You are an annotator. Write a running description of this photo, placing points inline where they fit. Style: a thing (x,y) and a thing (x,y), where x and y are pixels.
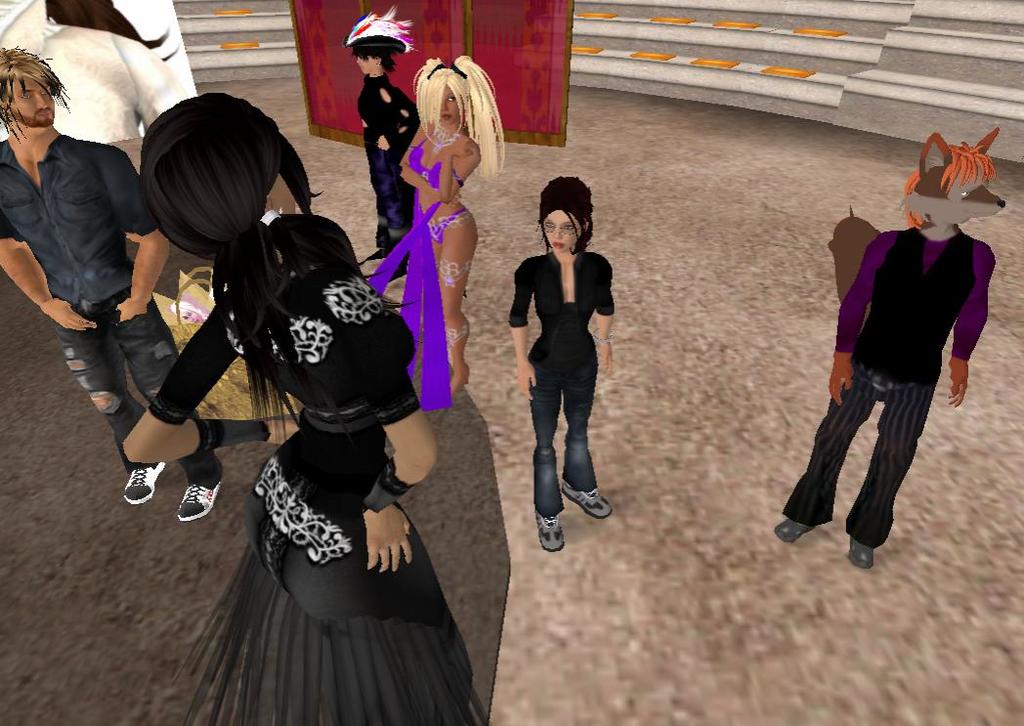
In this image we can see the animated picture with some people (284,474) wearing different costumes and we can see some other objects (762,44).
